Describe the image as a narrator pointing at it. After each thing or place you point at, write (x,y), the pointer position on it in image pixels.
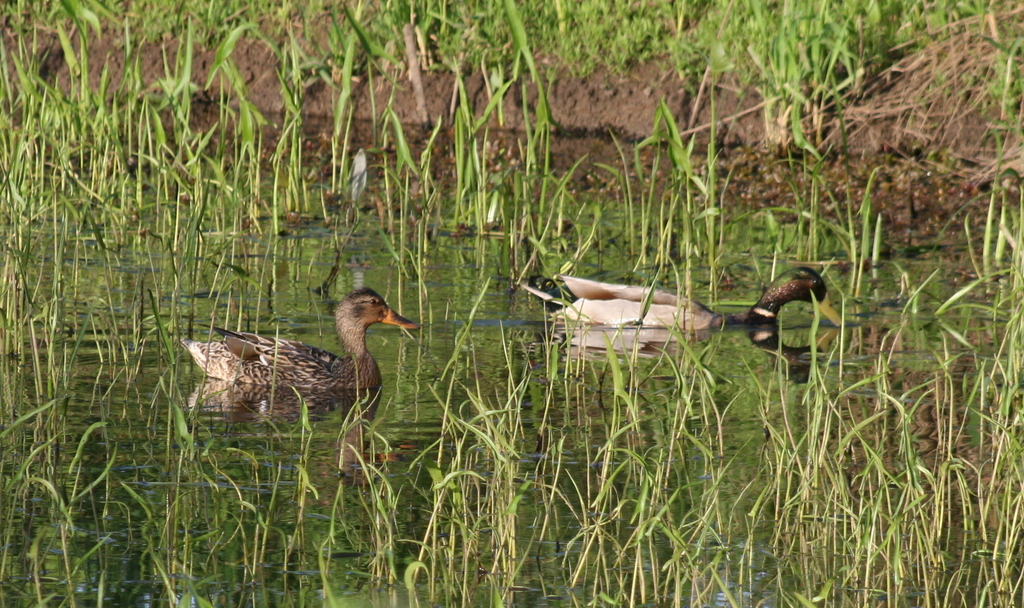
In this image, in the middle (351,333) there are two ducks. At the bottom (680,454) there are grass (657,523), plants (605,479), water (480,452). At the top (682,127) there are plants (610,48), grass (689,65) and land (733,85).
